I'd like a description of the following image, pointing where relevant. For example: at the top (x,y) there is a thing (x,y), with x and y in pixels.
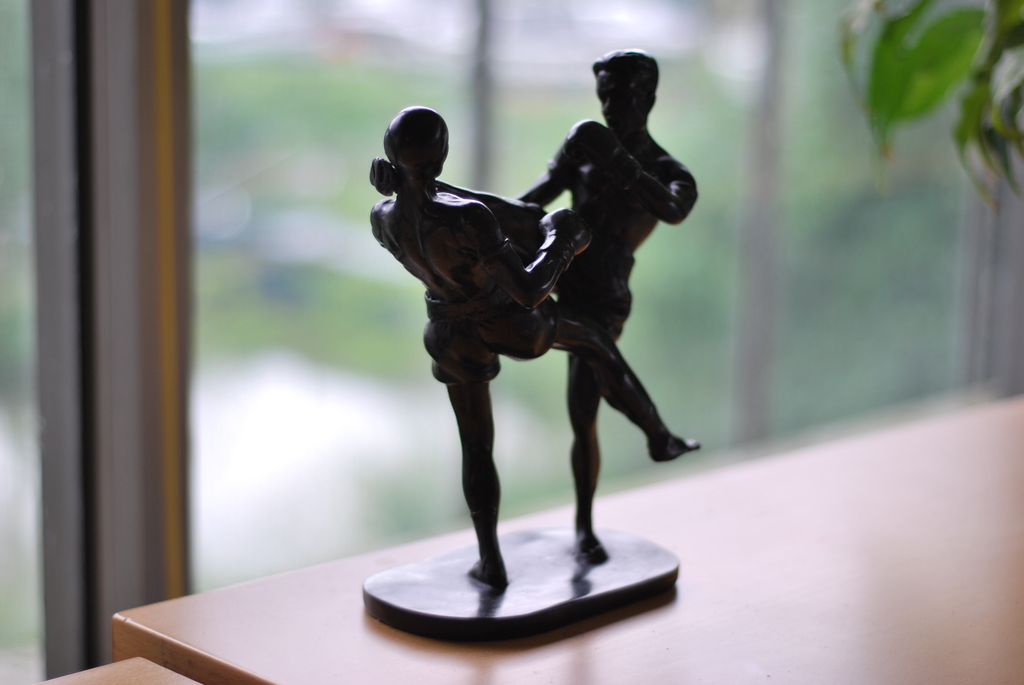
In this image we can see a statue (591,524) which resembles like a human and we can see two people (427,248) and the statue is placed on a surface (968,574). The image in the background (167,349) is blurred.
